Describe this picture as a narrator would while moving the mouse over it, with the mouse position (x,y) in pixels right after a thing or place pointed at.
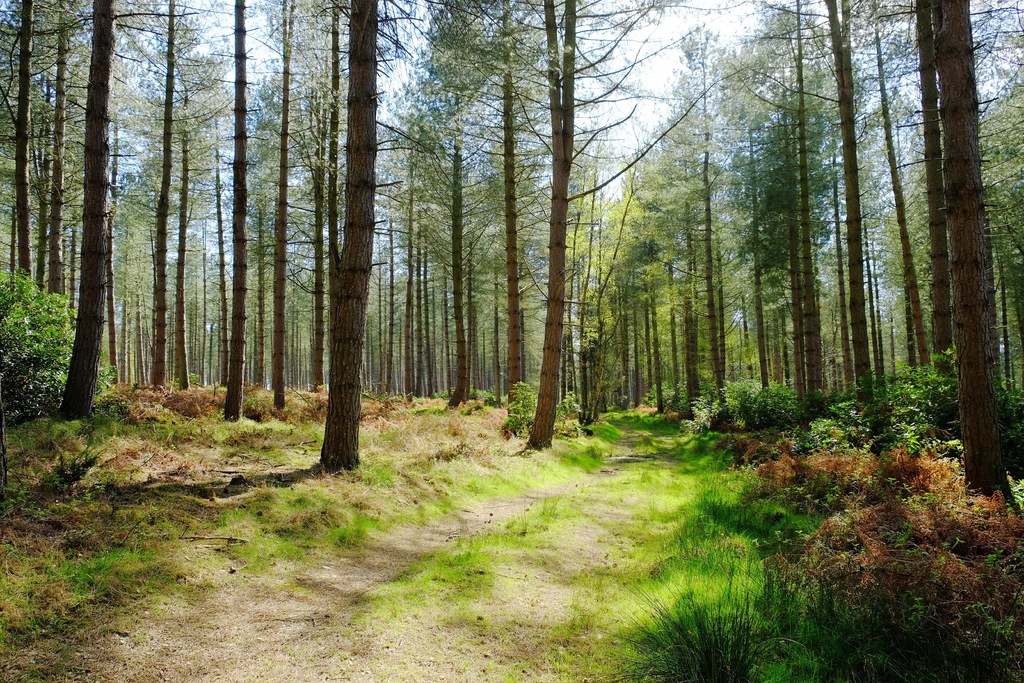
In the picture I can see the grass (743,565), plants (774,560) and trees (365,341). In the background (659,86) I can see the sky (616,108).
